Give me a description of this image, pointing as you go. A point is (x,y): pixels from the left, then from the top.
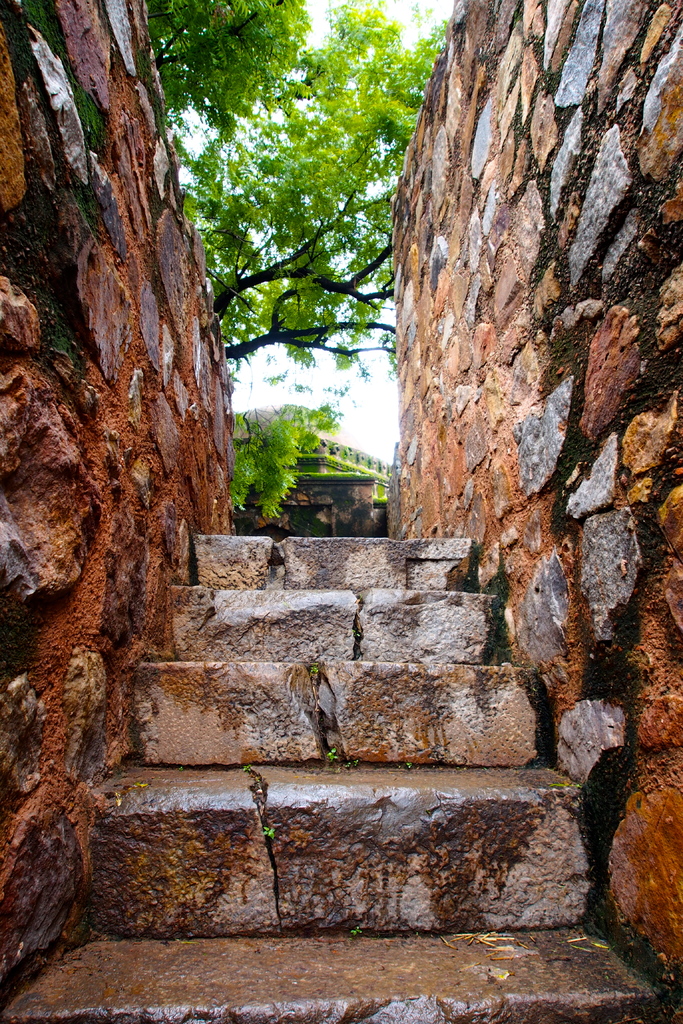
In this image in the center (274,608) there are some stairs (274,665), and on the right side (497,578) and left side (197,442) there is wall (229,452). In the background (318,152) there are trees (256,479) and house (308,479).
